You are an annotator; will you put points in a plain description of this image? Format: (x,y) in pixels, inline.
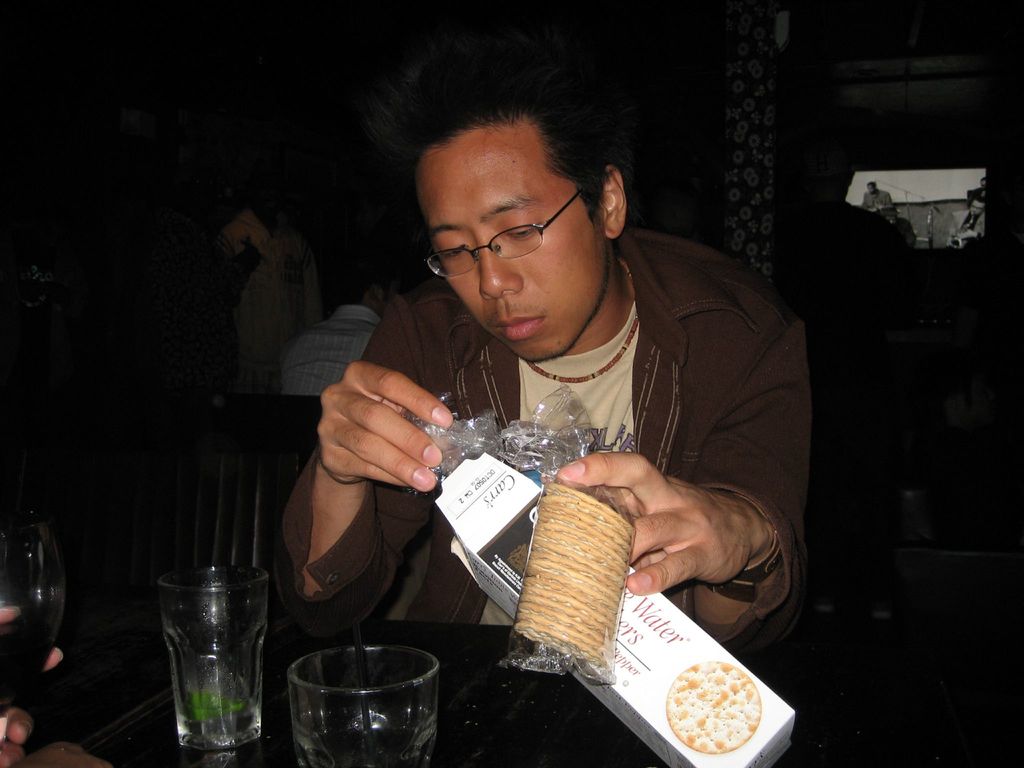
There is a man (690,512) sitting and holding a cover (610,573) and box (685,649), in front of him we can see glasses (209,596) on the table (441,698), beside him we can see chair (75,552). In the background (954,172) it is dark and we can see people (311,348) and screen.
